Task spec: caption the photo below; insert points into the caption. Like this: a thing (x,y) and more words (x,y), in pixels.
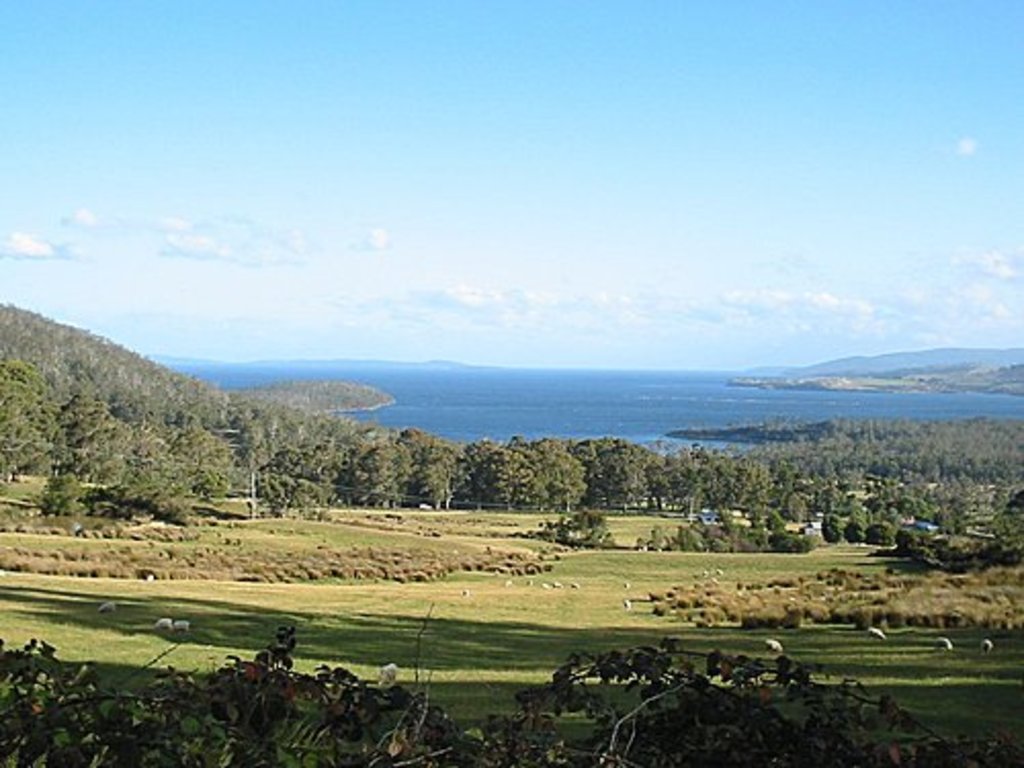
In this image I can see many trees (322,457) and in the middle (465,409) I can see water (919,407) and in the background (542,206) I can see the sky (444,216) and cloud (771,304).
